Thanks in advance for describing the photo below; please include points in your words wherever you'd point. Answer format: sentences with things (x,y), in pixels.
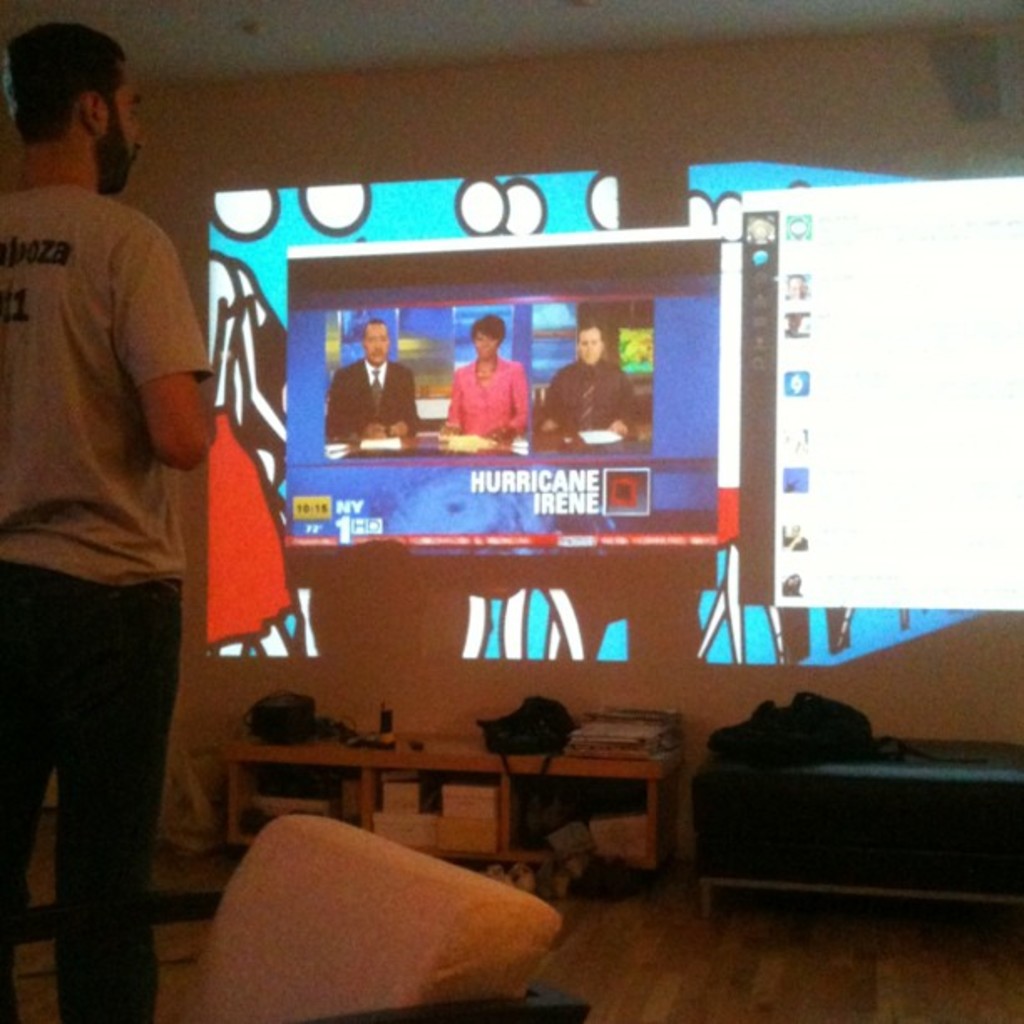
In this picture we can see a man (78,504) is standing on the floor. Behind the man (26,687) there is a chair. In front of the man (78,289) there is a desk (318,747) with some objects (414,794). On the right side of the desk (595,770) there is a black object (804,799). Behind the desk (594,810), it looks like a screen (436,482) on the wall (822,684).
